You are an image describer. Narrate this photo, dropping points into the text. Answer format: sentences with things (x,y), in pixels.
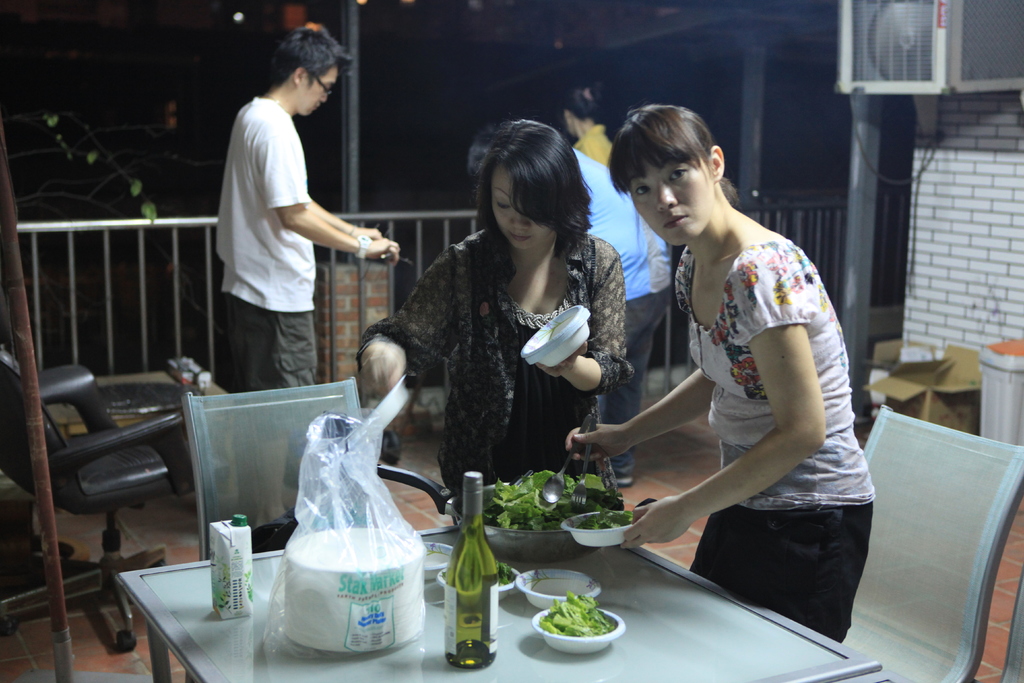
In this image we can see this people (449,392) are standing near the table (182,592). There are bottle (473,567), bowls (436,547), pan (498,551) with food (523,501), carton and plastic bag (324,564) on the table (529,611). In the background (954,239) we can see people (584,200) standing, chairs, wall (1002,271) and AC fan (906,87).
